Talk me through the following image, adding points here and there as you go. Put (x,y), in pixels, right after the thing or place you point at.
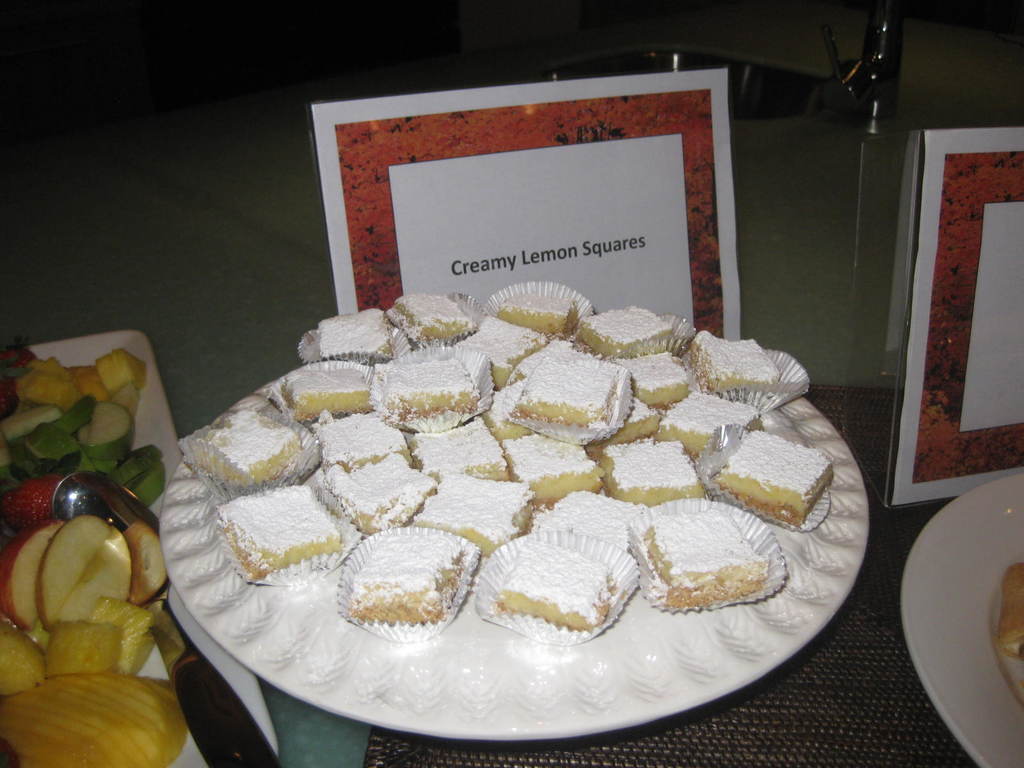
In the center of the image (537,396), we can see sweets (464,455) on the plate (616,635) and on the left (105,541), there are fruits (54,569) and we can see a spoon (164,642) on the plate (184,757) and there are boards (356,121), a sink (655,53) and a tap (858,82) and we can see an other plate (945,661) on the right (994,597), containing food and there is a mat (623,738).
